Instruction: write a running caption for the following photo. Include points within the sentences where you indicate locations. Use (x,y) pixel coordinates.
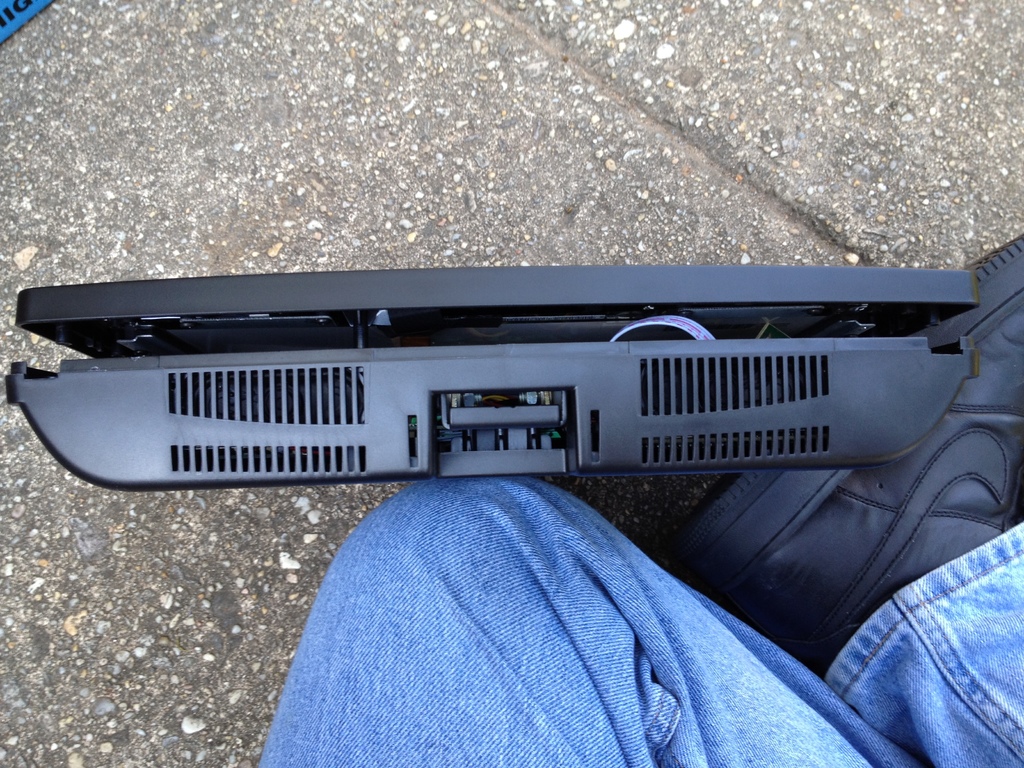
In this picture we can see legs (775,656) of a person (732,683), footwear (946,554) and black object (561,347) on the ground (277,586).
